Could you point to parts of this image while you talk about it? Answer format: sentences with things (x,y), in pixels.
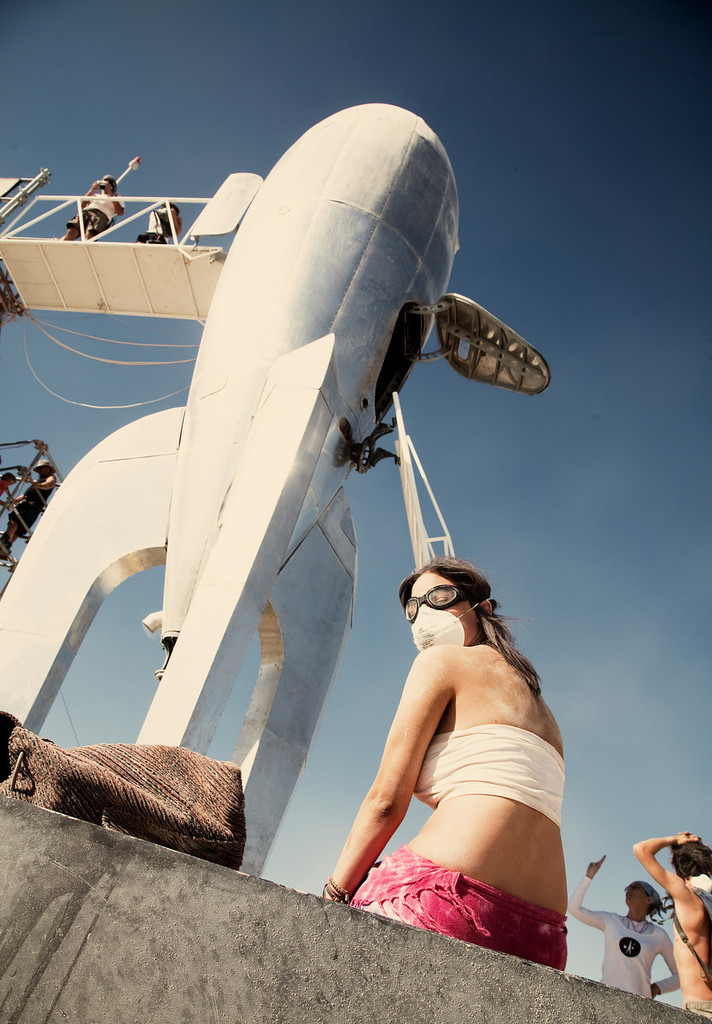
In this image there are people (400,762), wall (90,945), bag (220,762), rocket (226,475), railing (169,243), ladder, sky (404,550) and objects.
